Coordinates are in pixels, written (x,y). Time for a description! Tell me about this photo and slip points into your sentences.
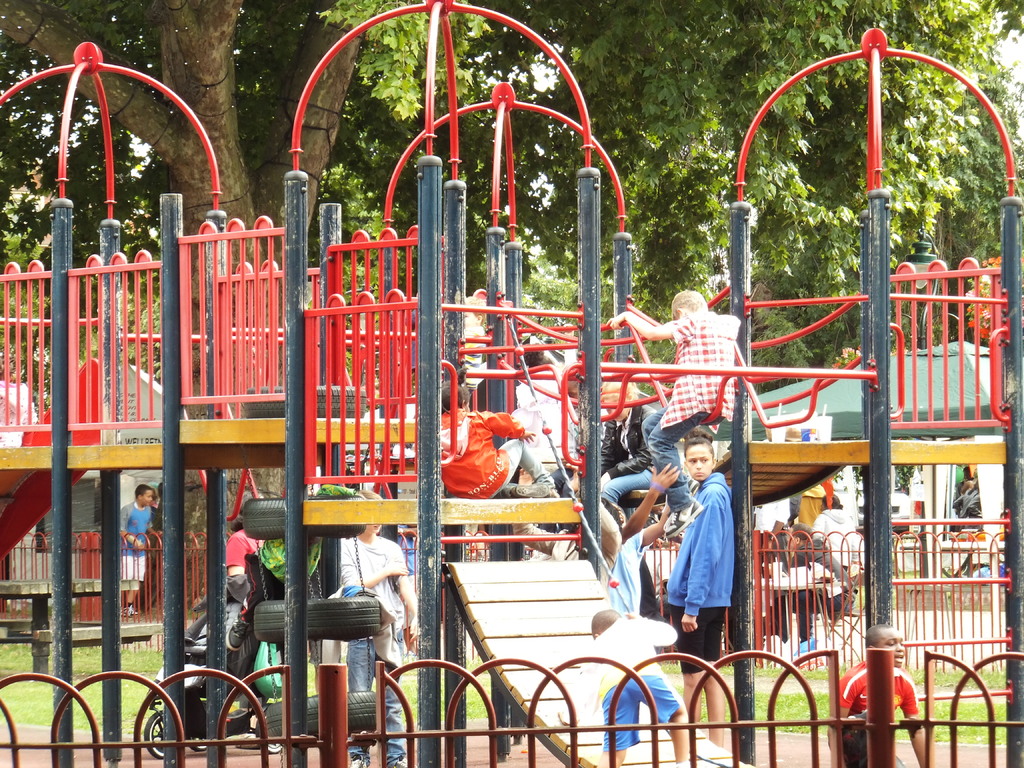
In this picture we can see inside of the playground (487,532). In the front (448,326) we can see some swings (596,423) and red pipes (373,367). In the front (707,531) there is a boy (706,557) wearing a blue jacket (708,546) standing and looking to the camera. Behind we can see huge tree (98,175) and in the front (118,751) bottom side there is a red iron railing grill (914,722).
